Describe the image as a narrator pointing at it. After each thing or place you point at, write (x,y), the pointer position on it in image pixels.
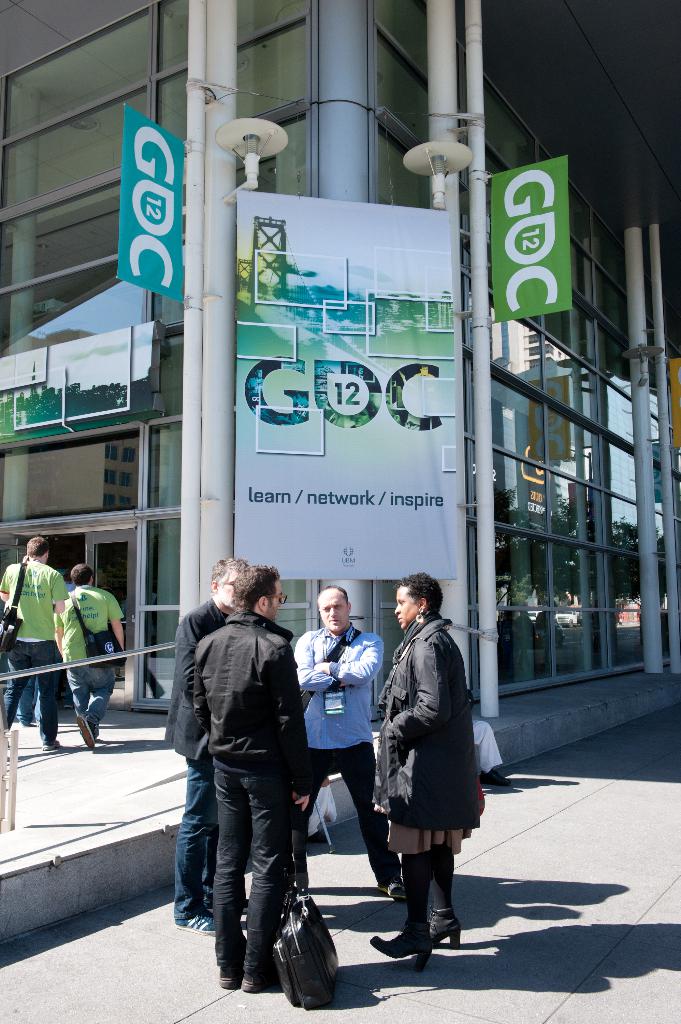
In this image we can see a building (58,262) with glasses (24,262). On the building (231,244) we can see the banners (408,417) and we can see the text (352,389) in the banners (356,246). In the foreground (200,698) we can see few persons (397,665) and a bag (291,971) on the surface (574,750). On the left side (101,590), we can see few persons (33,676) walking and carrying bags (118,651). On the right side (643,421), we can see the pillars (648,578) and we can see the reflection (590,553) of trees (579,570) in the glass (617,586) of the building (524,23).
